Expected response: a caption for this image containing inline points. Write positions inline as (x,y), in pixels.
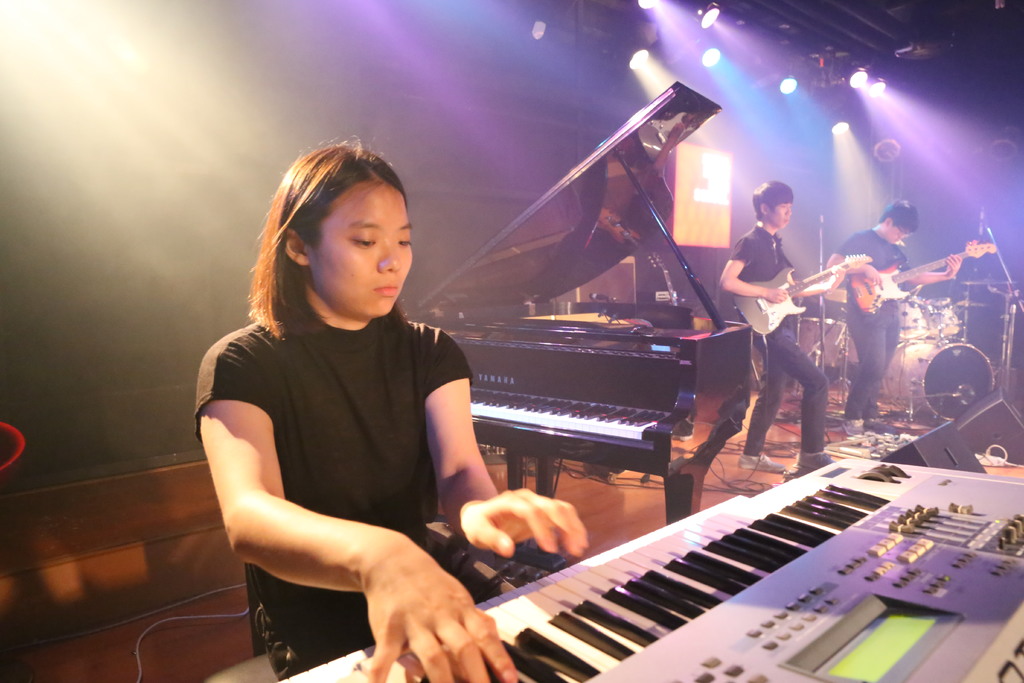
Here in the front (334,235) we can see a woman (303,225) playing a piano (648,565) and beside her we can see another piano (597,334) present and there are couple of men (870,321) playing guitars (872,301) with microphone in front of them and there are other musical instruments (935,344) present and there are colorful lights (743,101) at the top (807,100).
